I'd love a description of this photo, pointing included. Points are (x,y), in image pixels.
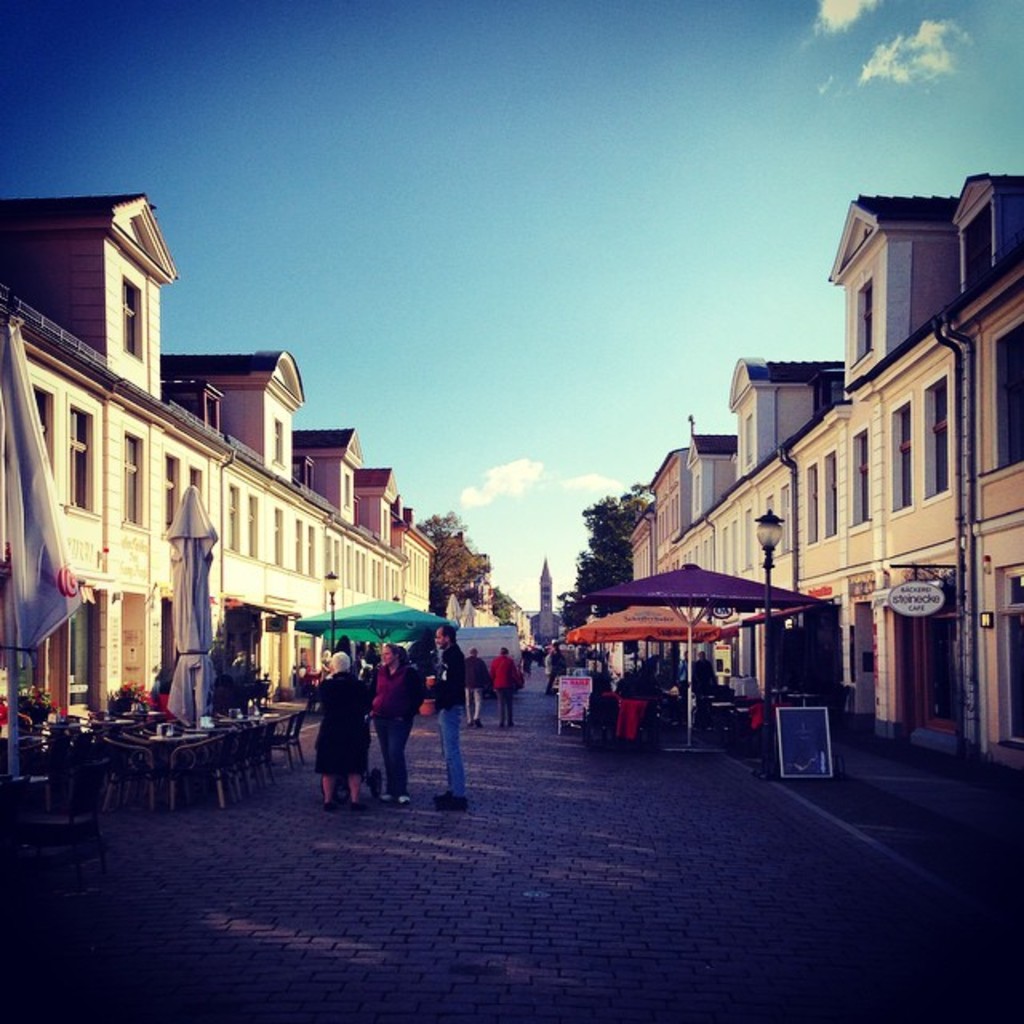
In this image there is a road (201,806) at the bottom (244,803). There are people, buildings (84,290), chairs (51,766), tables (124,724) with objects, potted plants (142,692), poles (333,585), trees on the left (215,599) and right corner. There are people (451,748), umbrellas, there is a vehicle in the background (506,636). There is a building (555,635), there are people (558,654) in the background (547,592). And there is sky (540,386) at the top (566,303).
